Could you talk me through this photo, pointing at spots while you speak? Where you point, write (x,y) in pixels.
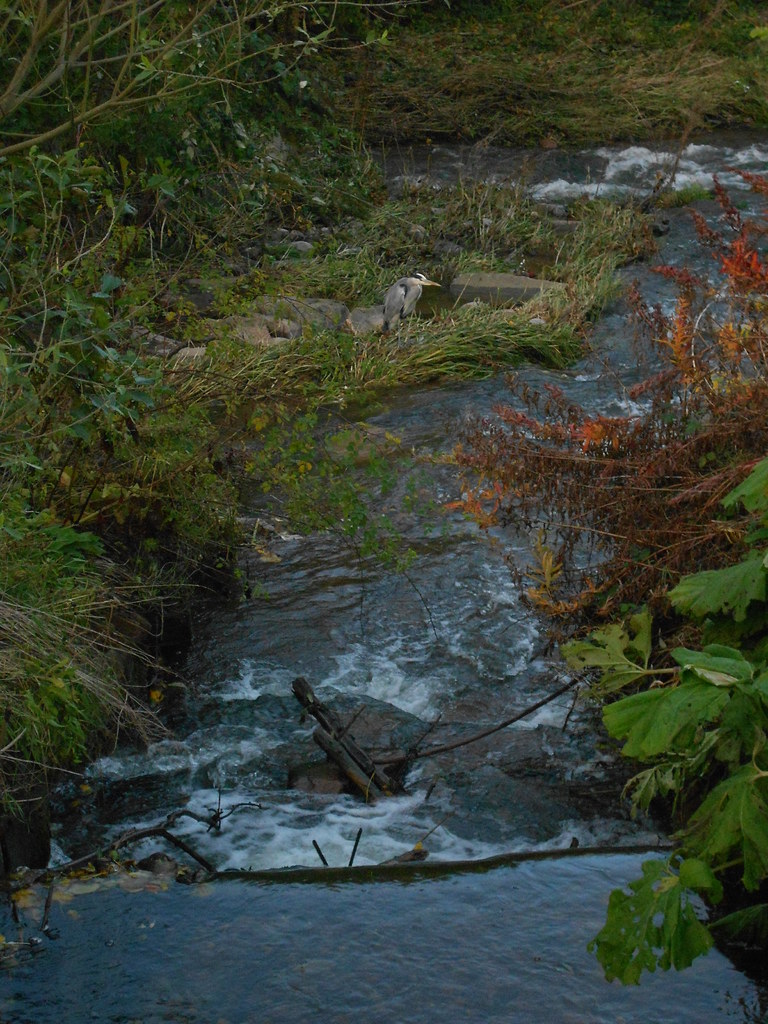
In the center of the image (392,495) there is a canal (422,661). There is a bird (418,296). In the background (111,211) there are plants (312,59) and grass (602,70).
